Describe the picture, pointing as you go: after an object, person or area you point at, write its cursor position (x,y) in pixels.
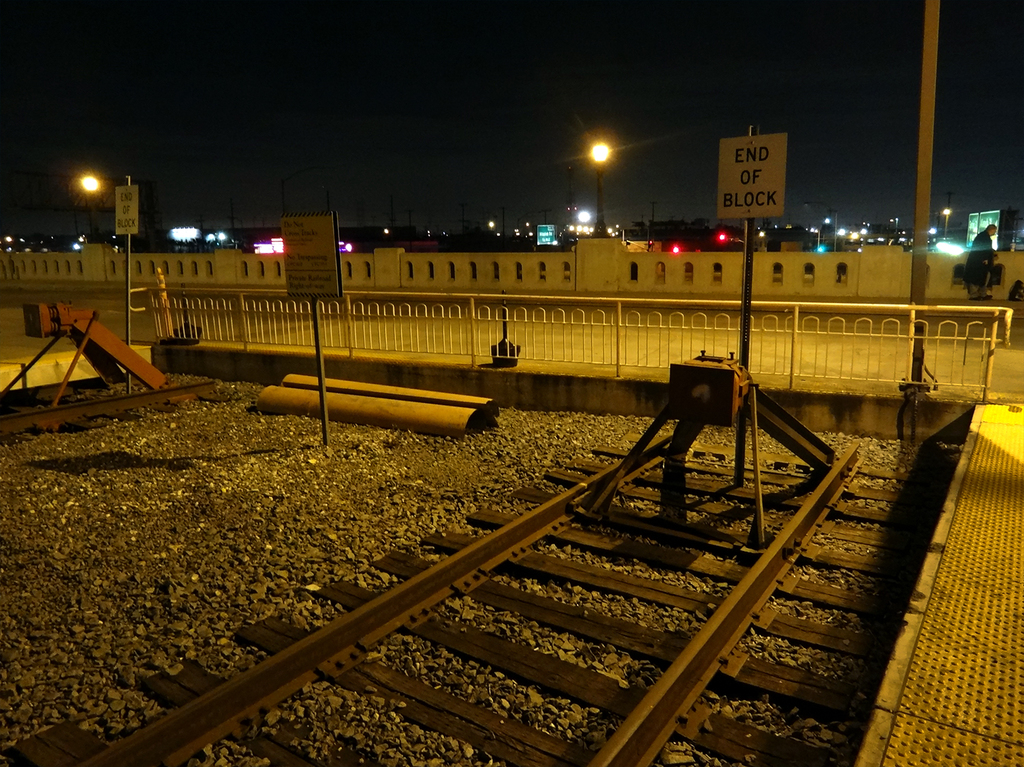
In this image there is a railway track (479,614) on the right side (685,541). It looks like it is a end of the track (602,525). In the background (342,238) there are so many buildings (896,232) and lights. On the right side (991,496) bottom there is a platform (972,585). Behind the track (906,495) there is a fence (681,342). There is a board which is fixed at the end of the track (785,463).
